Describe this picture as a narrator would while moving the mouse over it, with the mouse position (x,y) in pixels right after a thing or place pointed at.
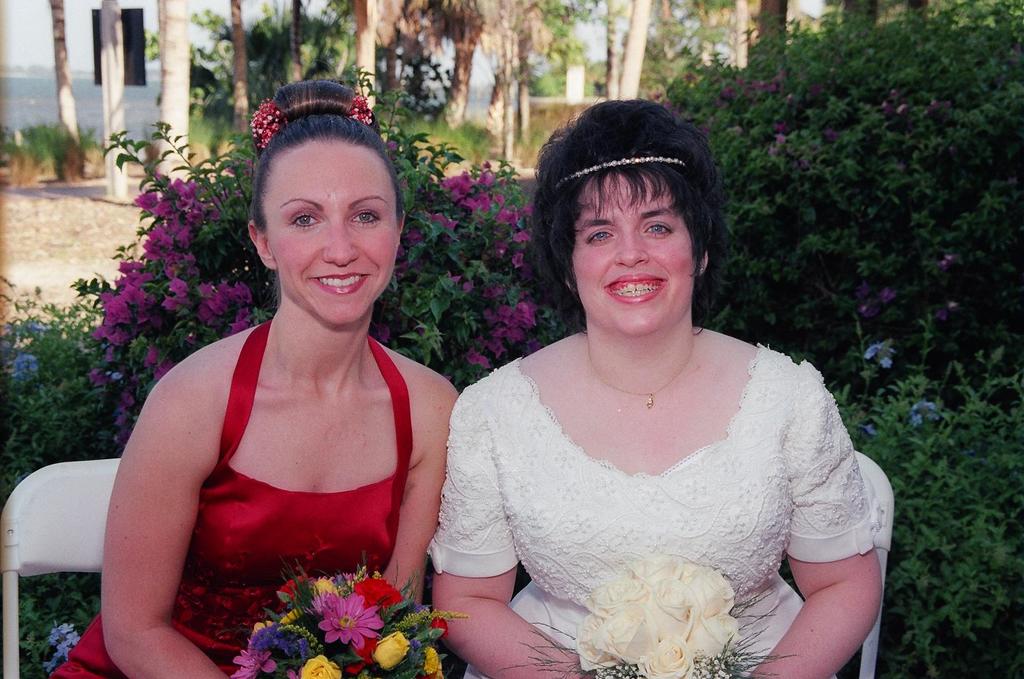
In the image in the center (500,373) we can see two persons (387,391) were sitting on the chair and they were holding bouquet (269,633). And we can see they were smiling, which we can see on their faces (666,212). In the background (583,97) there is a trees (207,16), plants (798,56), grass (20,166) and flowers (177,268).
